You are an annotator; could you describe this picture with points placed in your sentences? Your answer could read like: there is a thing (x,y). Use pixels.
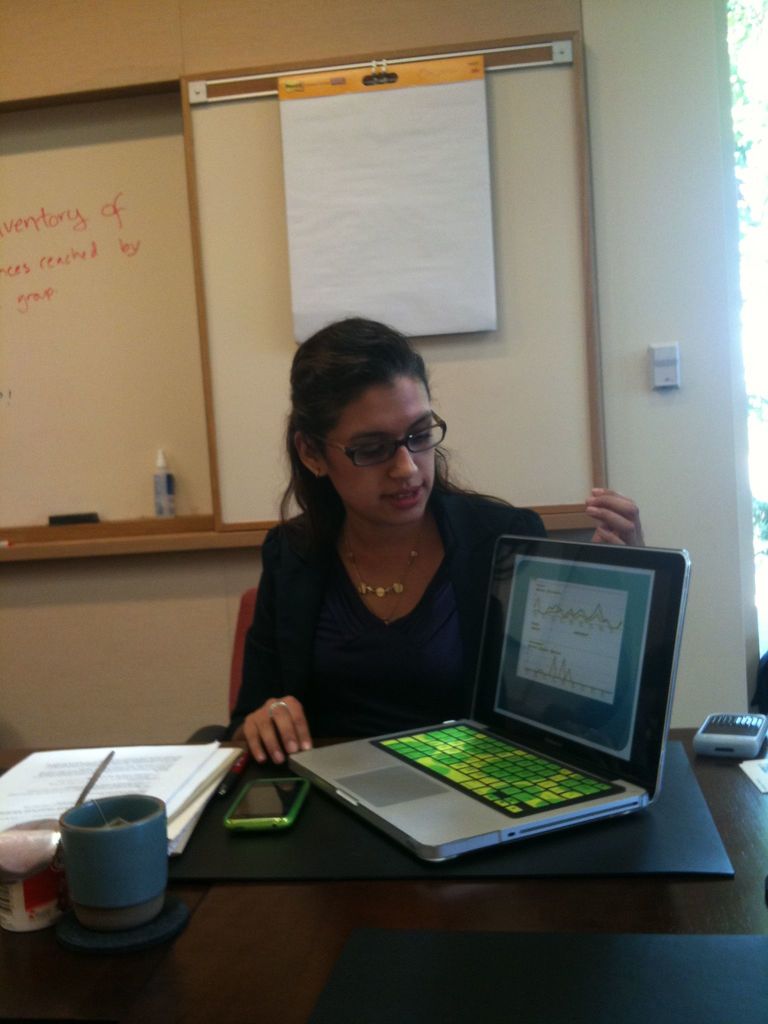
In this image I can see a person (276,664) sitting in-front of the table (613,881). On the table (607,917) there is a laptop (574,744), mobile (274,809) and the books (148,771). At the background (353,86) there is a paper (364,129) hanged to the wall (620,249).
